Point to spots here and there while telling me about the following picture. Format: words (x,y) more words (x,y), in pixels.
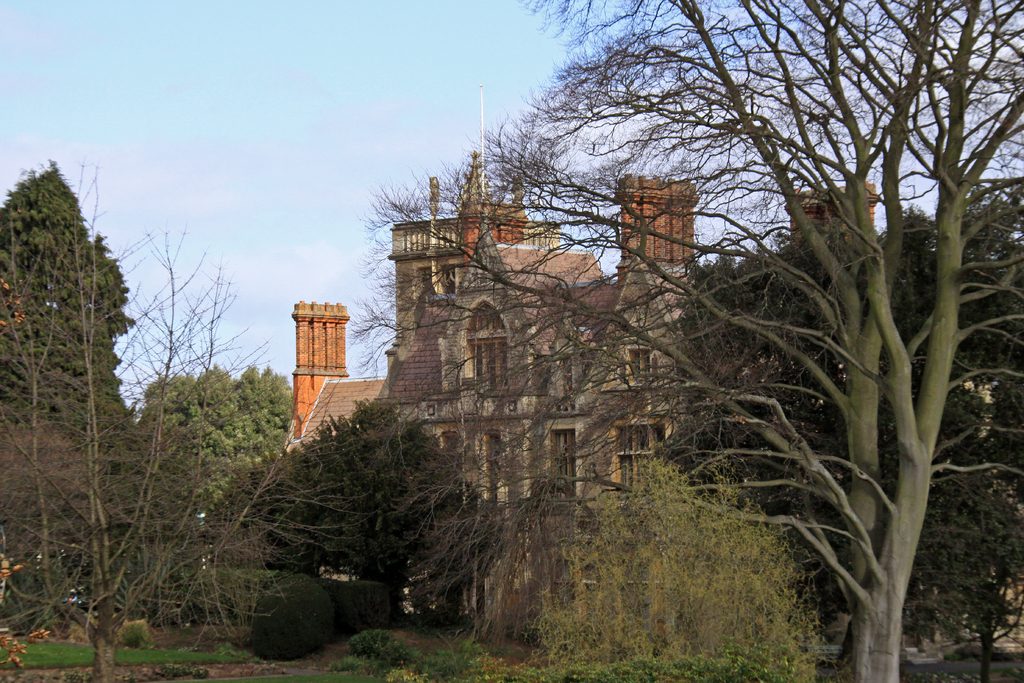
In this picture we can see plants (435,661), trees (563,521), buildings (546,420) with windows (500,356) and in the background (255,52) we can see the sky (302,113).
